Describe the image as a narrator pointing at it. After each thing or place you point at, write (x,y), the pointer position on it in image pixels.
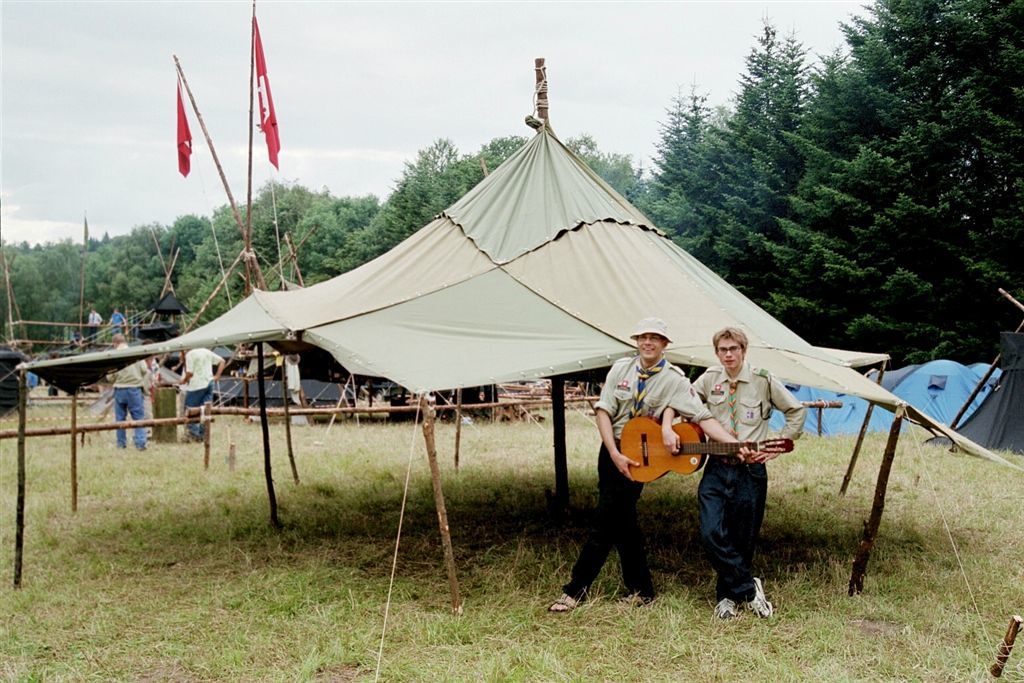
In this picture I can see few people (621,471) are standing on the grass (491,497) and holding objects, behind there are some tents (528,265) and around there are some trees (1000,176).
